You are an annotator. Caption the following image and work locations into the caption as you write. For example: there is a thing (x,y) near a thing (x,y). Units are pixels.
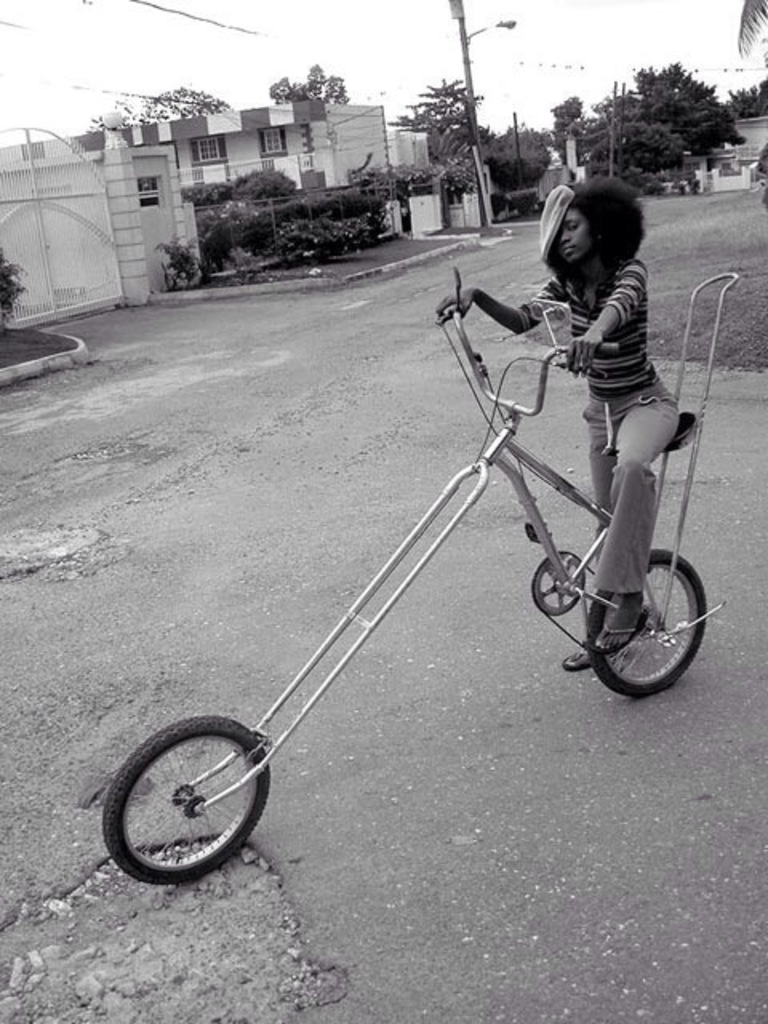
This is a picture of a girl (634,531) riding a bicycle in road (356,573) and in back ground (277,219) we have building (350,166), plant (347,195), tree (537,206), street light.
